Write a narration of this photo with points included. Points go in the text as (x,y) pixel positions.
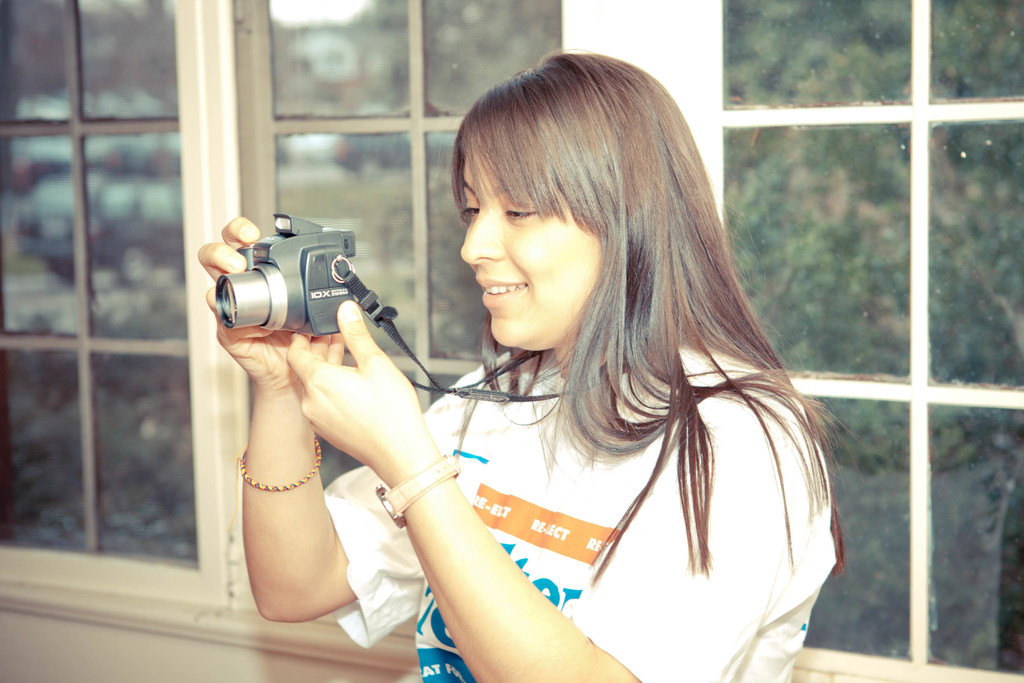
This is a picture consist of a girl (600,473), she is smiling and she wearing a white color t-shirt (546,467) and holding a camera (342,294) on her hand (222,269), background (207,77) I can see a window (393,59) through the window (352,72) I can see trees (860,41).
